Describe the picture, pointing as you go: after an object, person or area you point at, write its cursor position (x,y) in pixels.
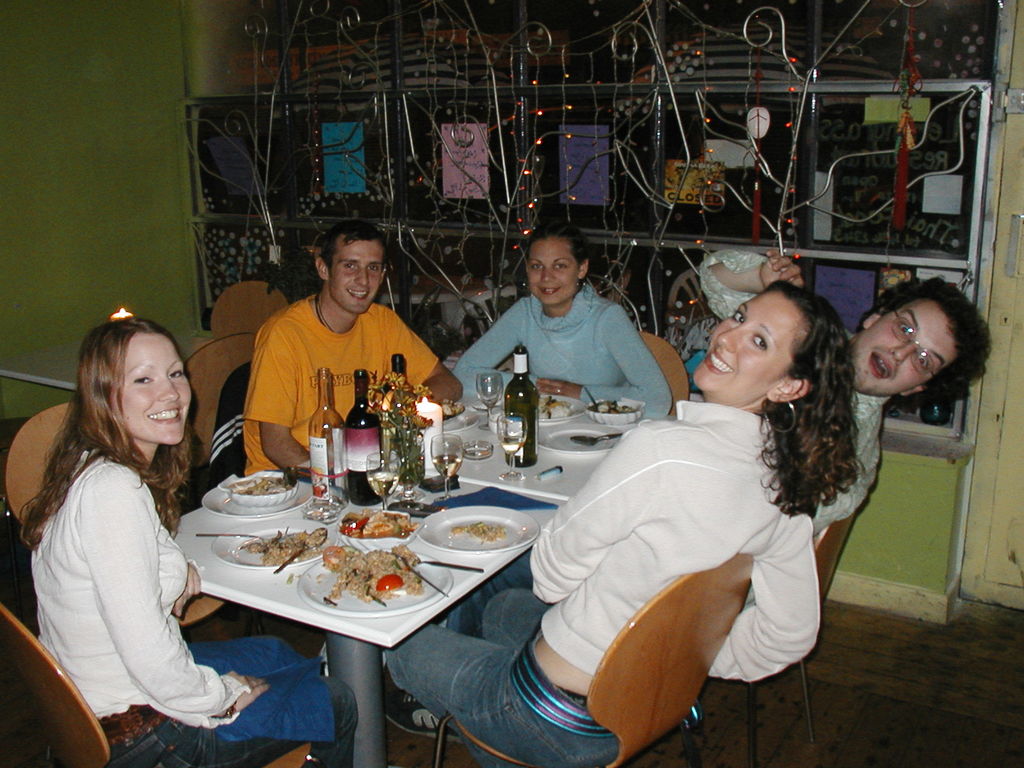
This a picture consist of a group of a person (589,296) sitting around the table (471,572) they are smiling and in front of them there is a table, on the table (475,560) there is a bottle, glass (456,446), spoon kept on table (255,578) and a food (363,586) kept on the plate (427,594), back side there is a colorful window (307,188). and there are some chairs (623,727) visible.
